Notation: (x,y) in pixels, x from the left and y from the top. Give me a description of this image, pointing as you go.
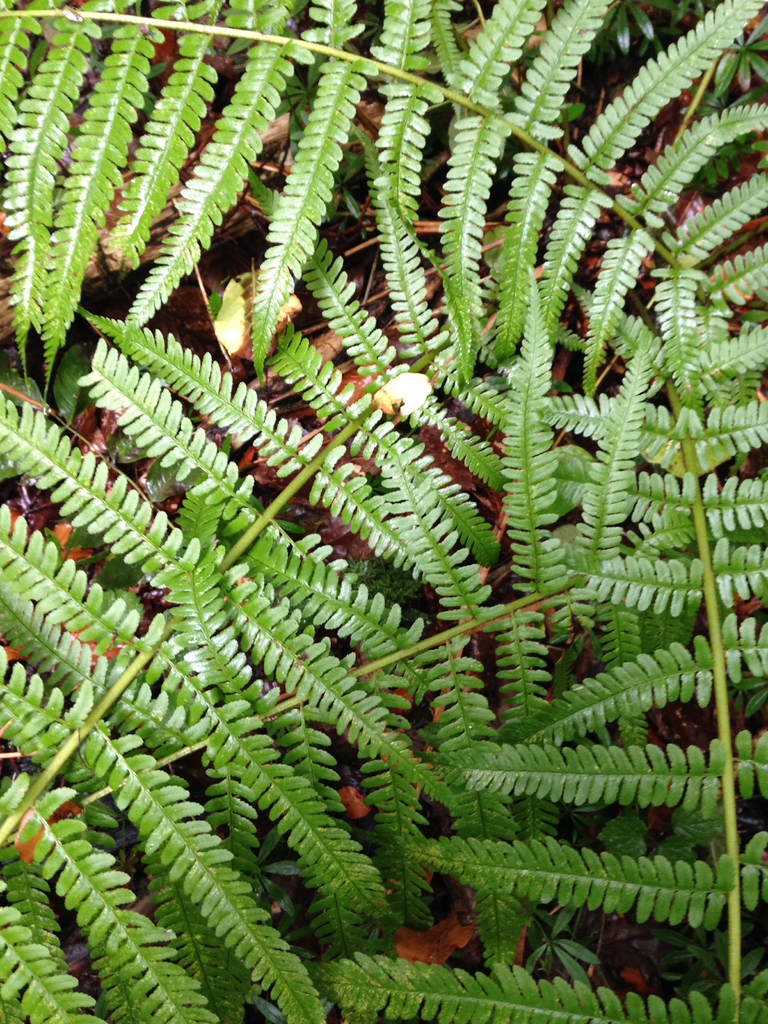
In this image I can see there are plants (335,421).
